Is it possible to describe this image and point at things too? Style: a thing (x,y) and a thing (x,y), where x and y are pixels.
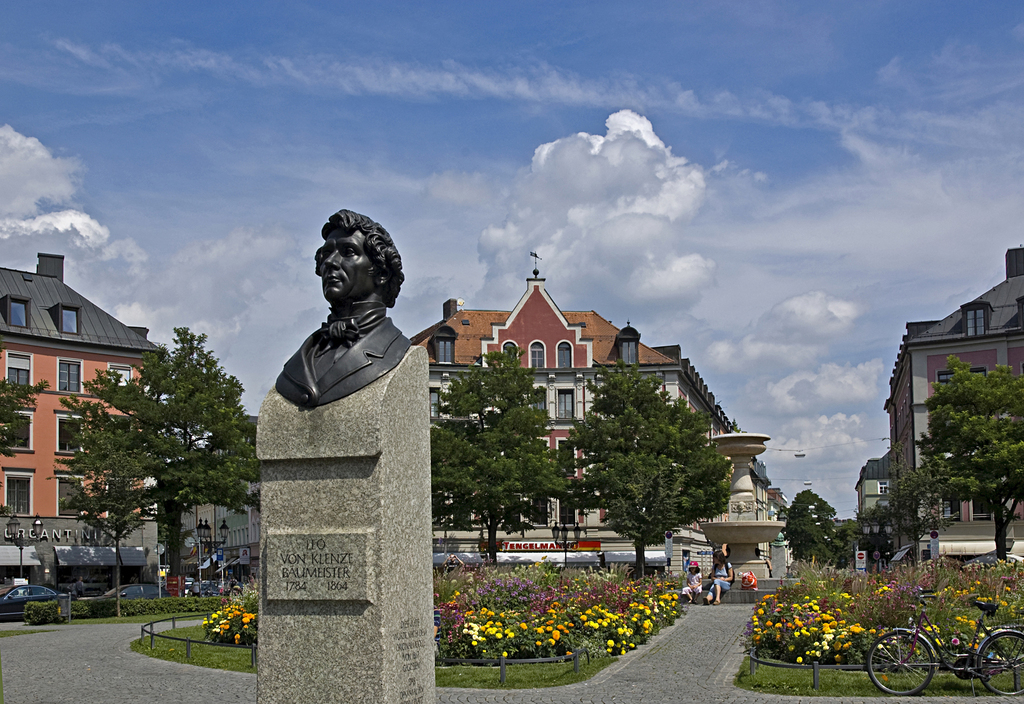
In this picture I can see the statue (366,288) of a man (326,355) which is placed on the stone (321,412). In the bottom right corner (998,635) there is a bicycle (941,633) which is parked near to the grass (930,674). Beside that I can see many flowers (656,603) on the plants (639,633). In the back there are two women (723,569) who are sitting on the stairs (723,595). In the background (62,534) I can see the cars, street lights (868,546), sign boards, buildings (594,538) and trees (698,516). At the top (706,157) I can see the sky (417,66) and clouds (15,183).
